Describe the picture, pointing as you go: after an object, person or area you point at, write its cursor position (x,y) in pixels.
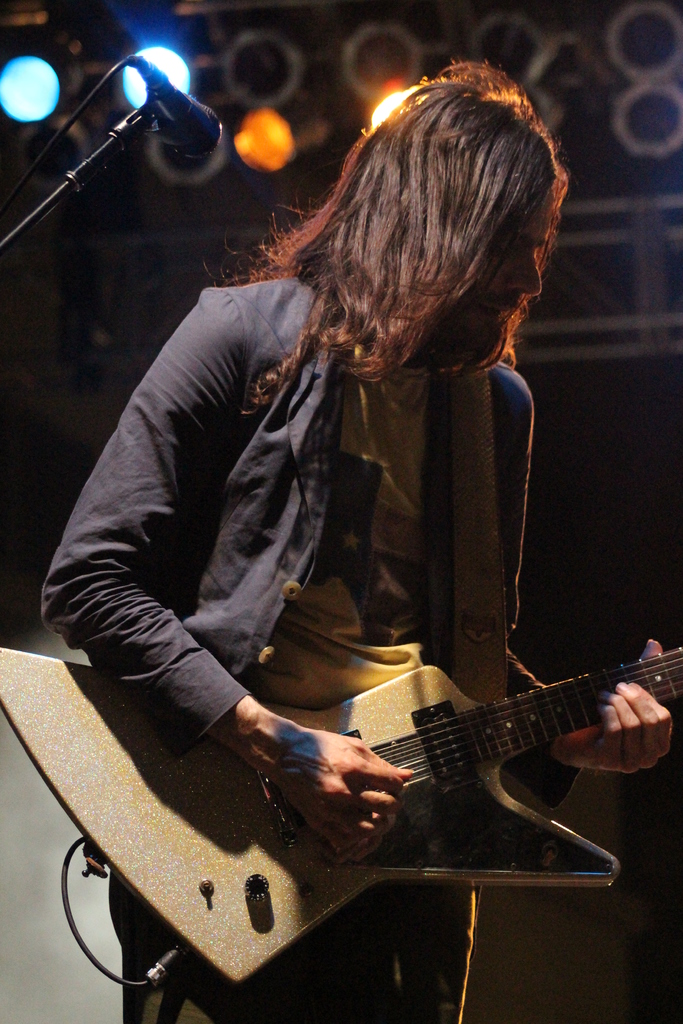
In the image we can see a person (319,440) standing, wearing clothes (250,504) and holding the guitar (219,808) in the hands (339,785). Here we can see microphone (176,112), cable wire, lights (180,77) and the background (638,524) is dark.
